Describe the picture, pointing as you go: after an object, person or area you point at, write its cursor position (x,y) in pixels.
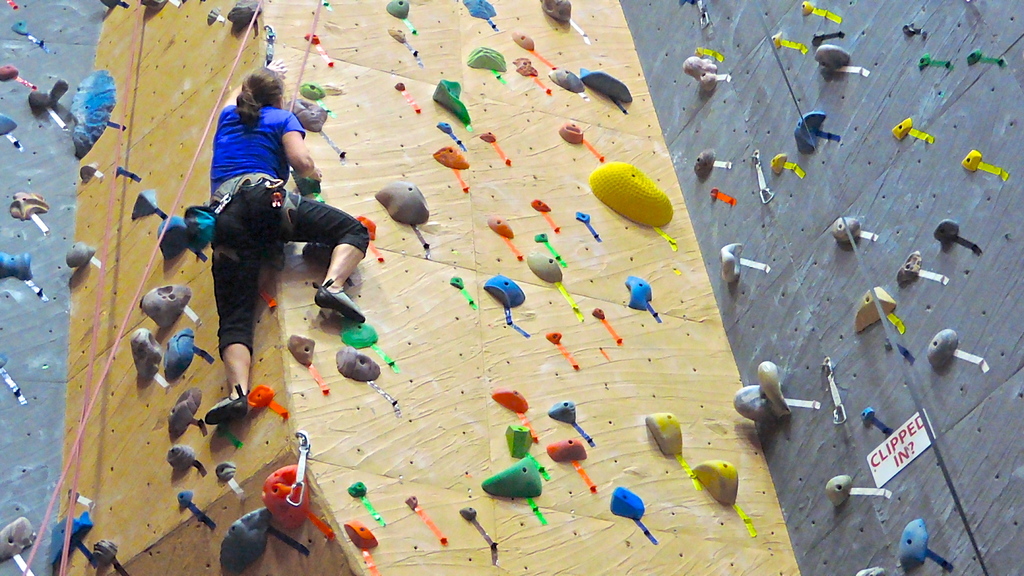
In this image, I can see a person (272,244) climbing the wall (383,165). These are the ropes (75,446). This looks like a board (903,437), which is attached to a wall (942,424).
